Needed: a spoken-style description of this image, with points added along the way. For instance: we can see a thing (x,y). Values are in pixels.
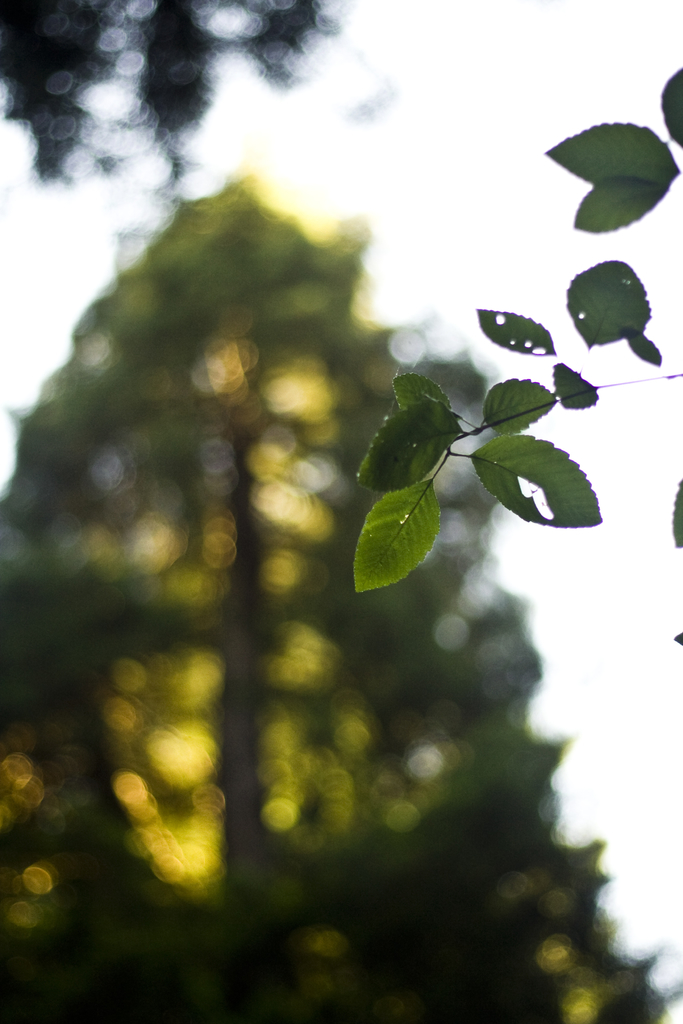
In this picture I can see leaves (408,420), and in the background (239,331) there are trees (70,11) and the sky (530,197).
